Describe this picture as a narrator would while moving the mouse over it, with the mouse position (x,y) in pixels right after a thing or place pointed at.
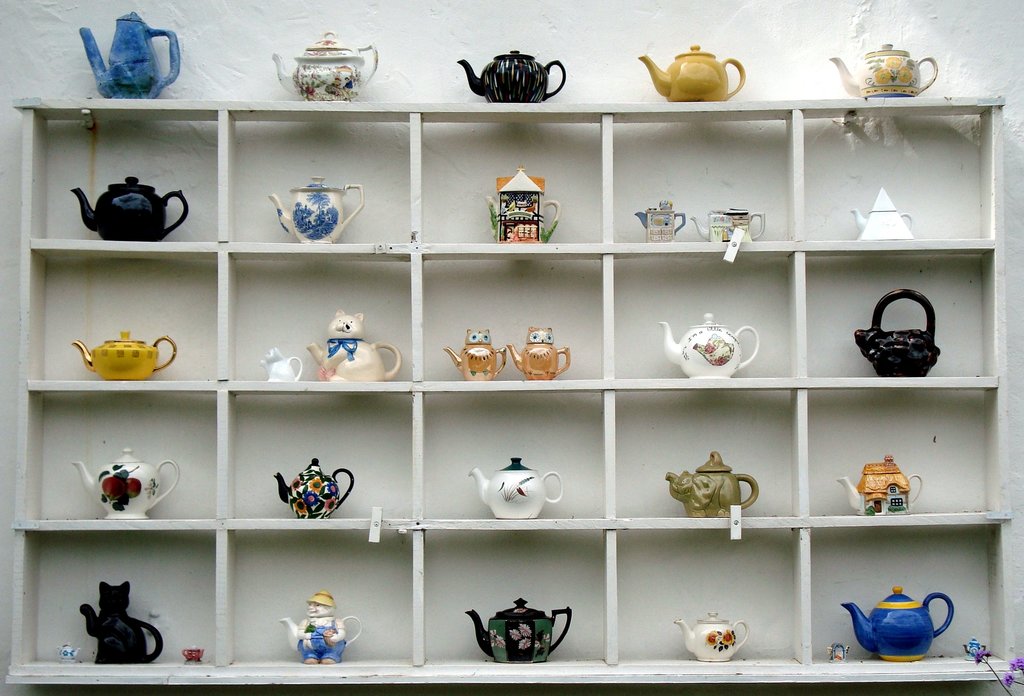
In this image I can see a white colored rack (306,400) in which I can see number of pottery objects (174,353) which are white, gold, black, blue, green and cream in color. I can see all of them are tea containers (490,367). In the background (582,41) I can see the white colored wall (592,49).
